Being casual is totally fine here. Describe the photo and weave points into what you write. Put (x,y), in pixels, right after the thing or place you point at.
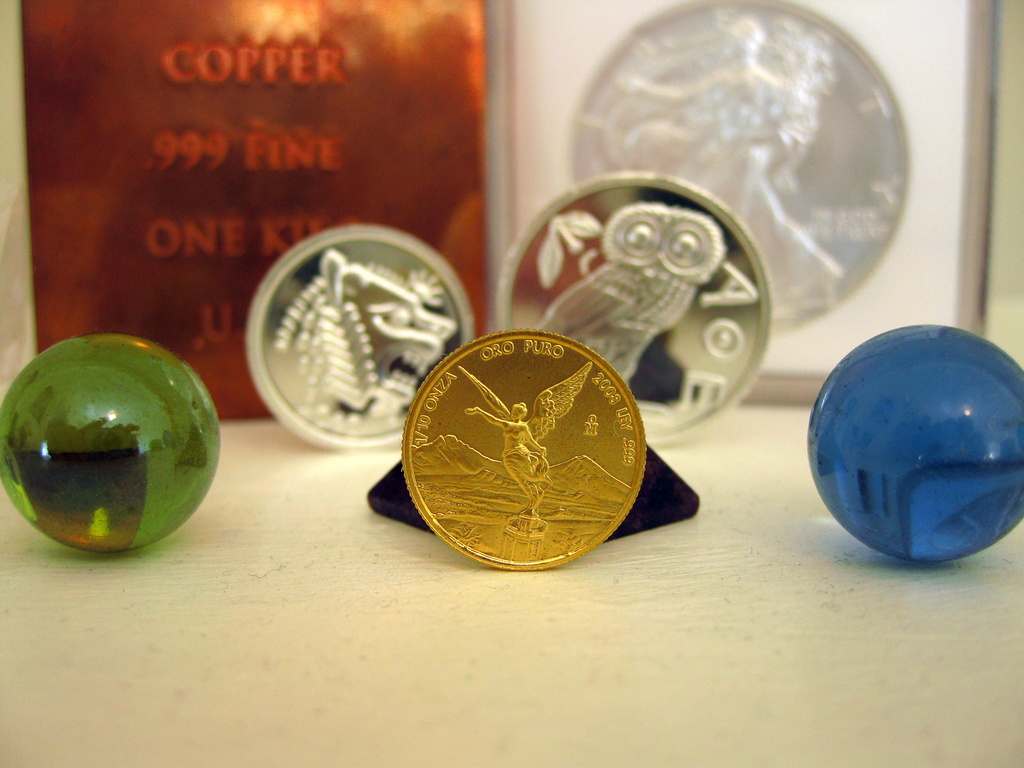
This picture shows few coins (501,447) and couple of marbles (814,472) and a couple of frames (521,179) on the back (946,98) on the table (135,764).
